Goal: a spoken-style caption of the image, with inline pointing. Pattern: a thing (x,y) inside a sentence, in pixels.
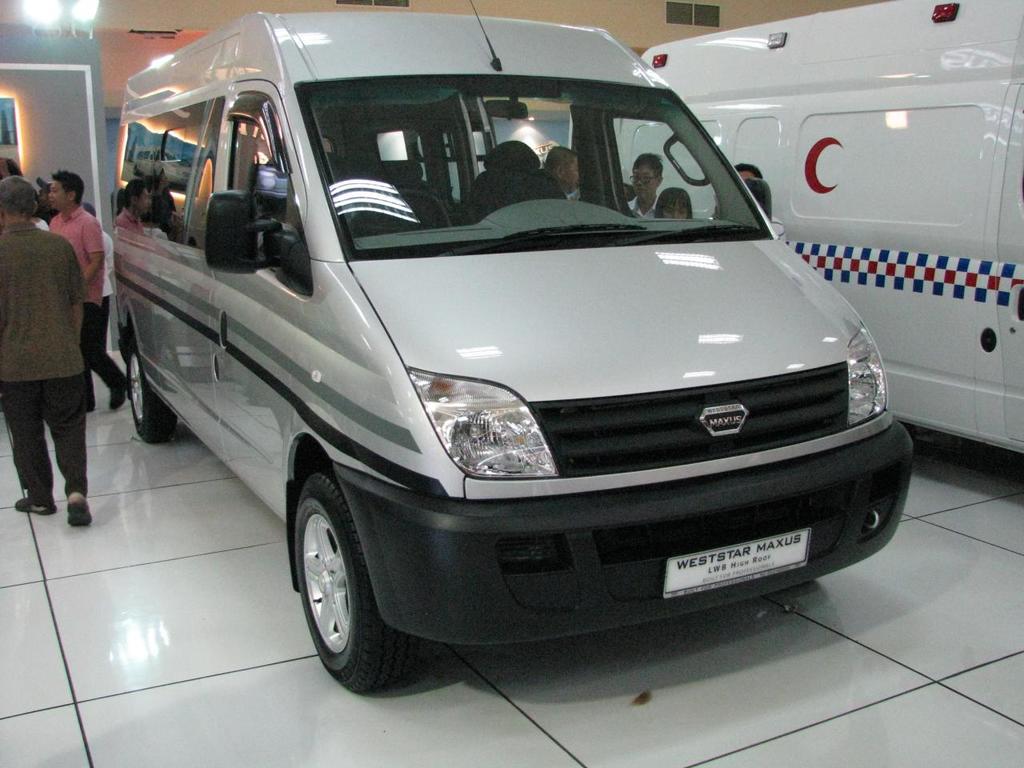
In this image we can see a motor vehicle (324,570) parked on the floor (497,645) and a crowd (66,285) standing on the sides of it. In the background (55,77) we can see an another motor vehicle (871,136), walls (712,30), ventilators (680,17) and electric lights (92,20).
